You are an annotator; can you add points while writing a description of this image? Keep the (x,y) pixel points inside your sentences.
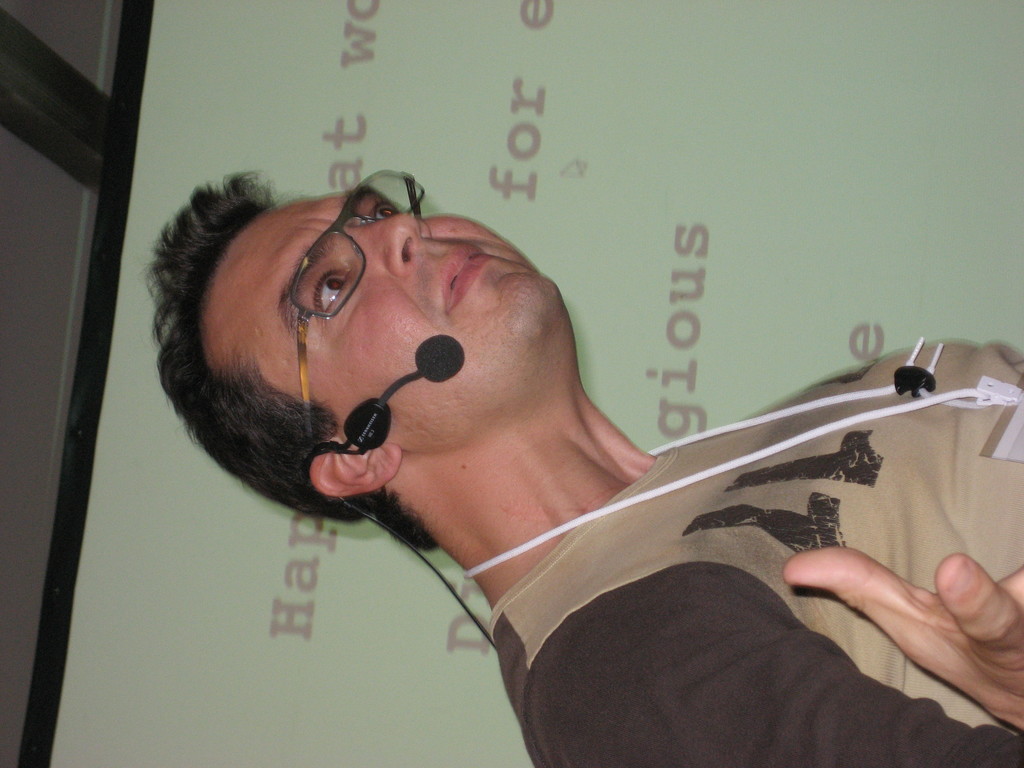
In the image there is a man (614,443) in brown t-shirt (889,501) standing in the front (678,586), he is wearing glasses (307,354) and mic (383,424), behind him there is a screen (331,581) on the wall (30,248), this is a vertical image.
